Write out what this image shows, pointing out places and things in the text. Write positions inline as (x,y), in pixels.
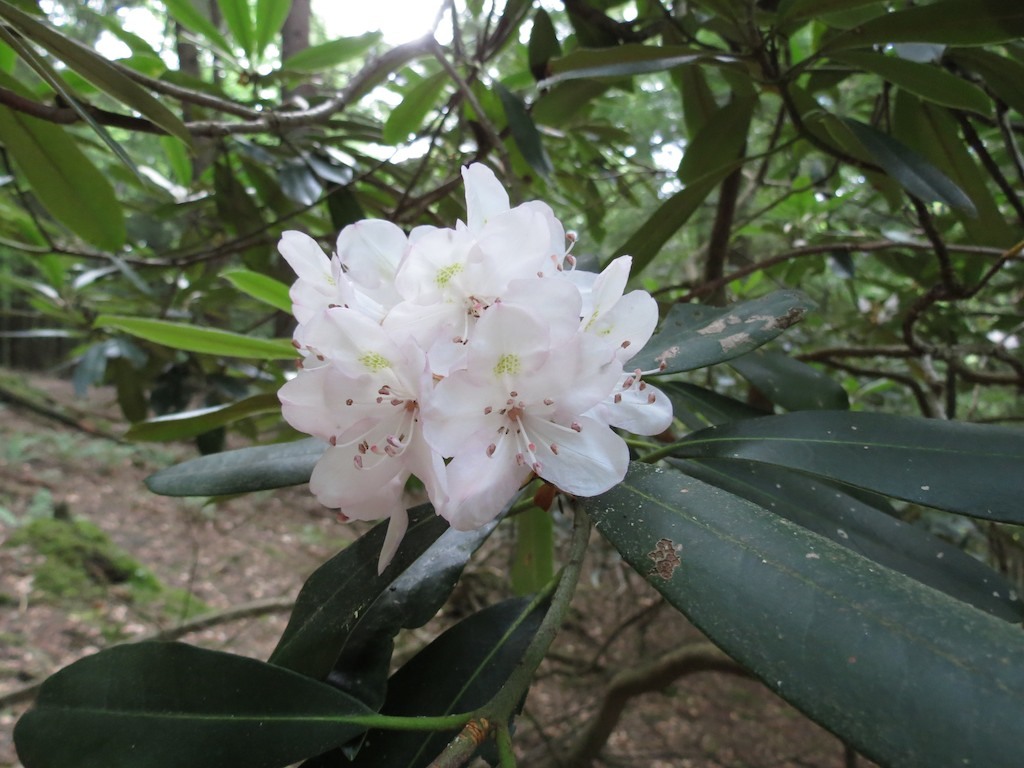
In this picture I can see there are some white flowers (517,412) here to the stem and in the backdrop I can see there is a plant (411,119) and I can find some grass (77,565) and soil (81,478) on the floor (212,582).
